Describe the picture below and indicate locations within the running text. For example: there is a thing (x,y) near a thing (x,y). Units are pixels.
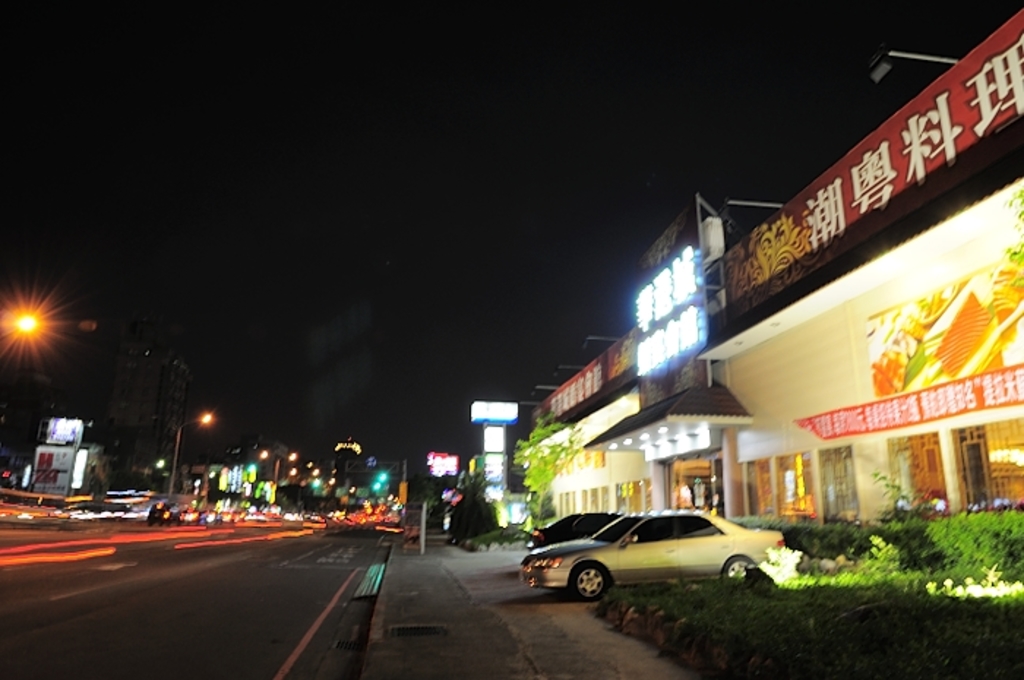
This is an image clicked in the dark. On the left side (116,565), I can see the road (51,565), few buildings (208,480), streetlights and some vehicles (260,518). On the right side (904,376) there is a building (713,424), in front of this I can see two cars (620,547) and plants (853,613). Here I can see few boards (671,318) are attached to the wall (741,301) of this building (654,436).
